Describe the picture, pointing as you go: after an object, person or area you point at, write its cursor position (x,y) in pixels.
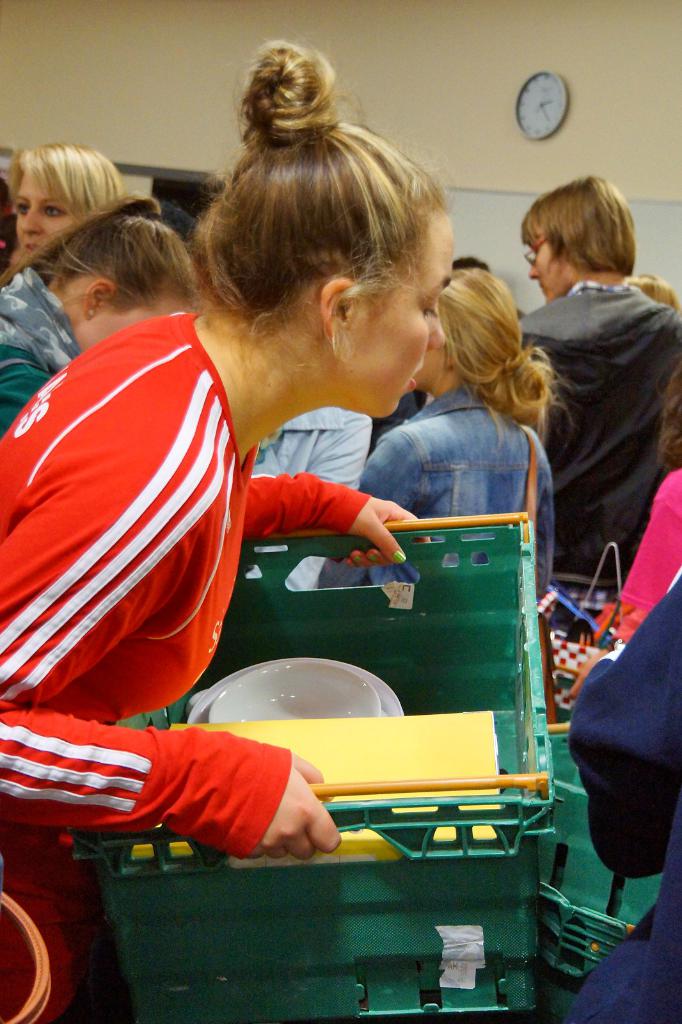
In this image we can see there are people (349,336) standing and holding a tub (399,670), in that tub (452,660) there are bowls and paper (422,744). At the back (536,93) there is a clock (550,100) and board (494,205) attached to the wall (199,76).
